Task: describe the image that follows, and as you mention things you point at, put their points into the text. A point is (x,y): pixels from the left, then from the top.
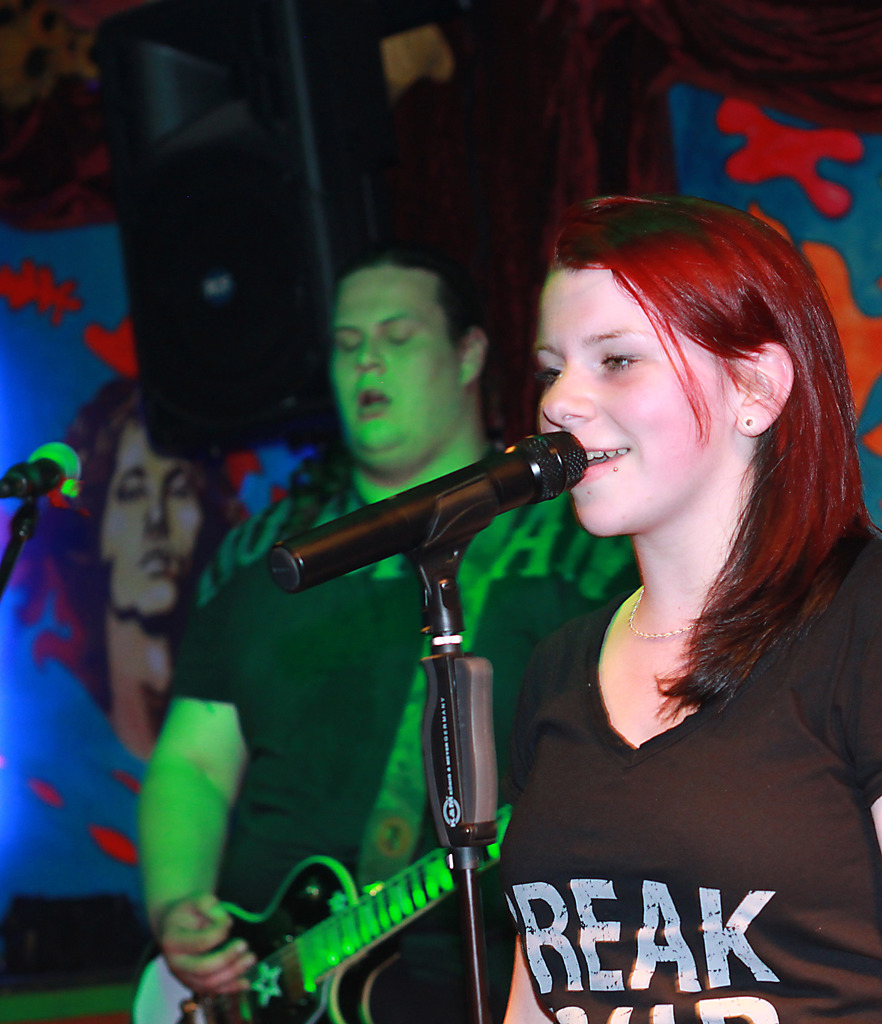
This picture shows a man (456,417) standing and playing a guitar (282,1006) and we see a microphone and we see women (685,980) standing and singing with the help of a microphone (563,469) and we see a cloth (789,148) on the back (610,178) and a speaker (351,247).
